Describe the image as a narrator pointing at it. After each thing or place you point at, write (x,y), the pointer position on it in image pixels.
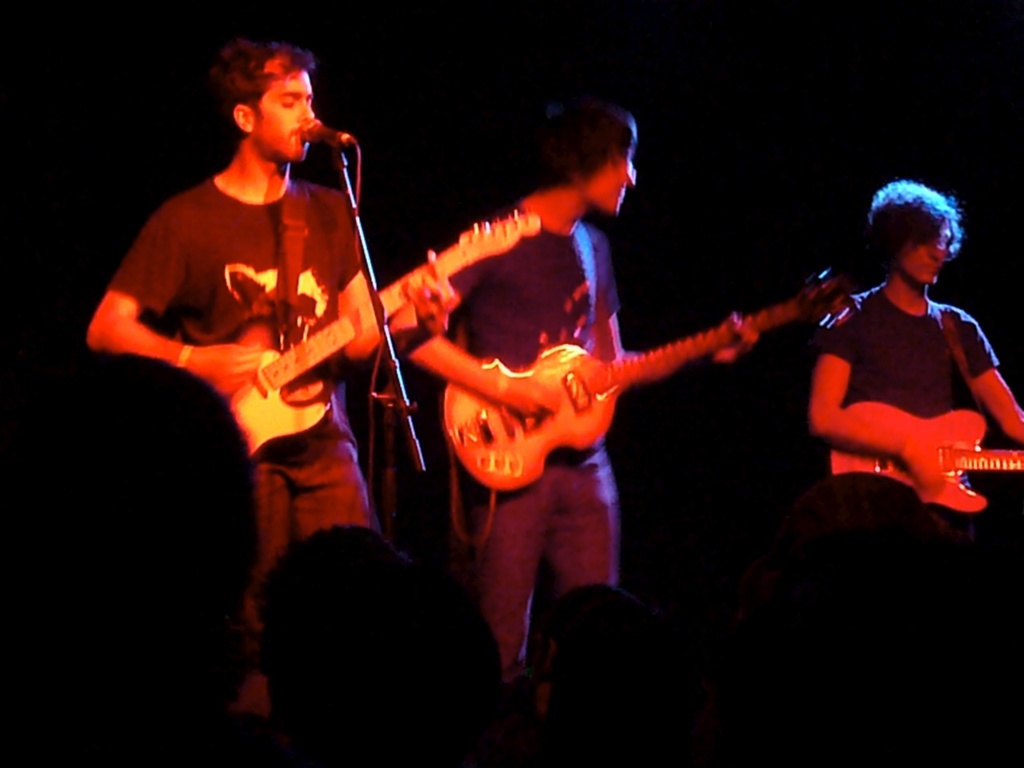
This is a picture taken on a stage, there are group of persons (271,315) standing on stage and holding a guitar (950,449) in front of these people (267,205) there is a microphone (329,144) with stand (374,296). Background of these people (552,313) is in black color.
